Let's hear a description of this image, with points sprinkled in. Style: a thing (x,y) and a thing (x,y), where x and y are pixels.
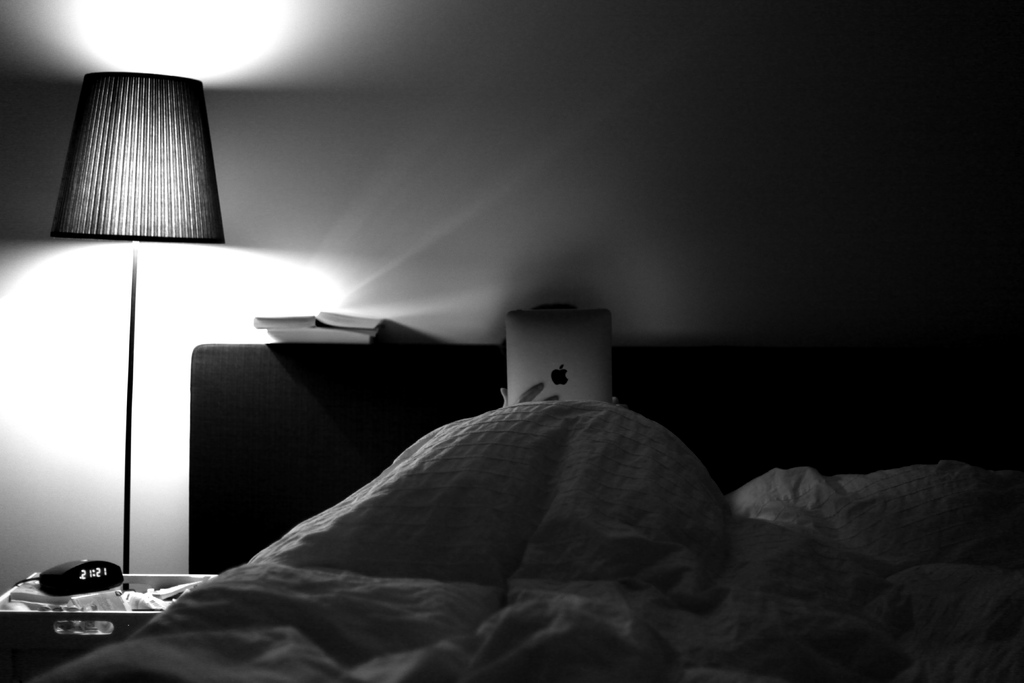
In the image there is a bed (556,540) with white blanket (606,413) and also there is a iPad (511,323) with logo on it. At the left side of the image (97,617) there is a basket (66,615) and also there is a lamp (111,135). In the background (329,210) there is a wall (423,232).
